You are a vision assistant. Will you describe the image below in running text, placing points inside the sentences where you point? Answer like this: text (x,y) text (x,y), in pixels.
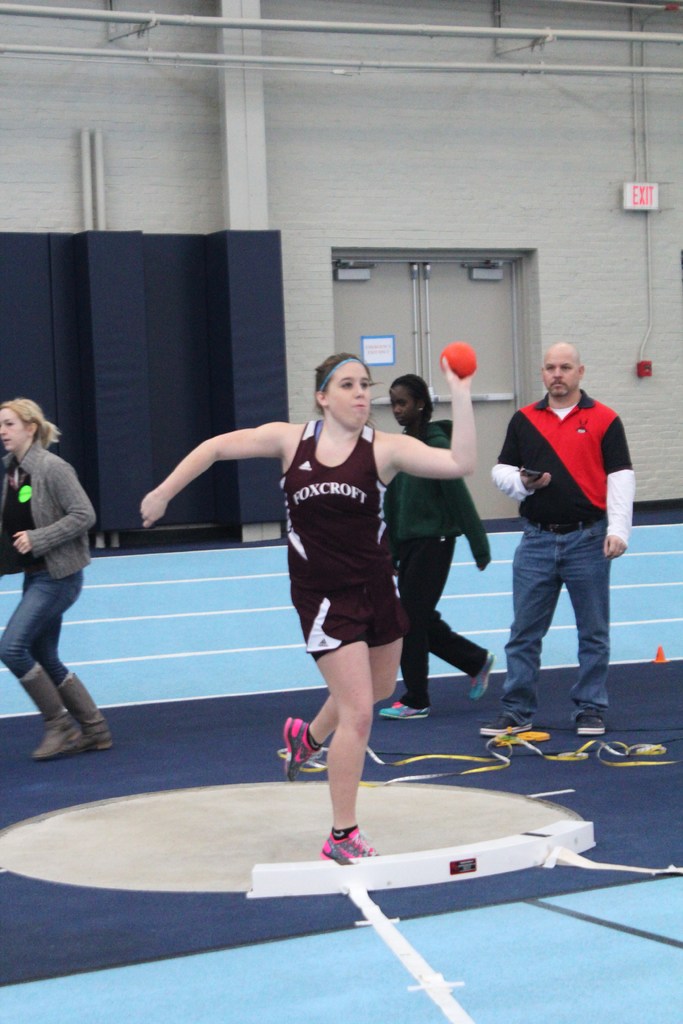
In the center of the image (340,500) there is a woman (326,527) standing on the floor (457,896) holding a ball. On the right side of the image (526,679) we can see two persons (512,641) standing. On the left side (41,662) there is a woman (51,742) running. In the background (129,288) there is a door (384,282) and wall (354,173).
